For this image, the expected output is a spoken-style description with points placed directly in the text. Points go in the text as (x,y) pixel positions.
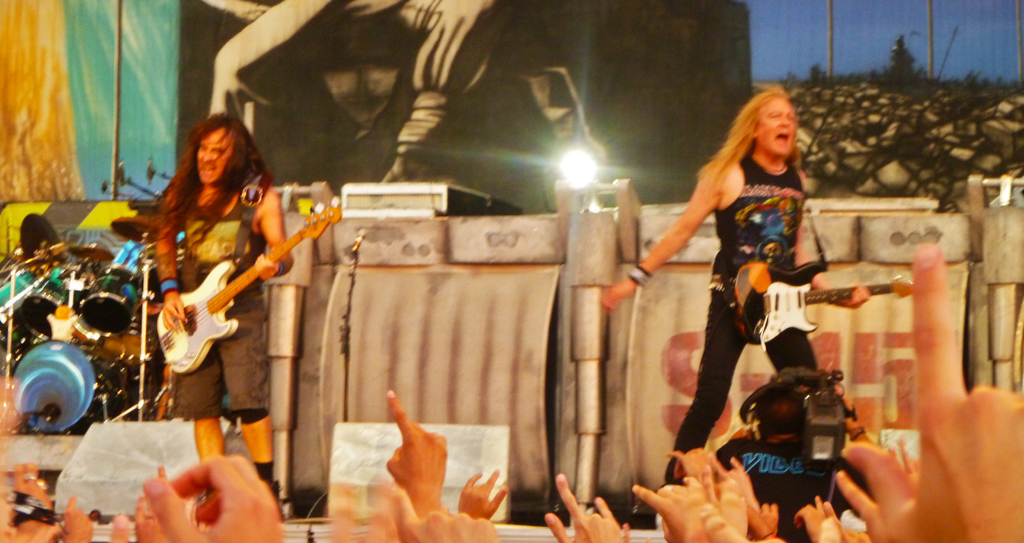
In this image there are two musicians (255,318) performing at the stage (463,389) the person (755,252) at the right side (776,255) is holding a guitar (792,287) and is cheering the crowd (933,536). The person (226,235) at the left side (211,270) is holding the guitar (204,318) and playing it. In the background (124,281) there are some musical instruments (84,263) and a poster (423,74) and a focus light (587,171). In the front (780,437) there is a camera man (773,462) holding a camera (805,445) and hands (409,488) of the crowd (474,499) enjoying the concert.
